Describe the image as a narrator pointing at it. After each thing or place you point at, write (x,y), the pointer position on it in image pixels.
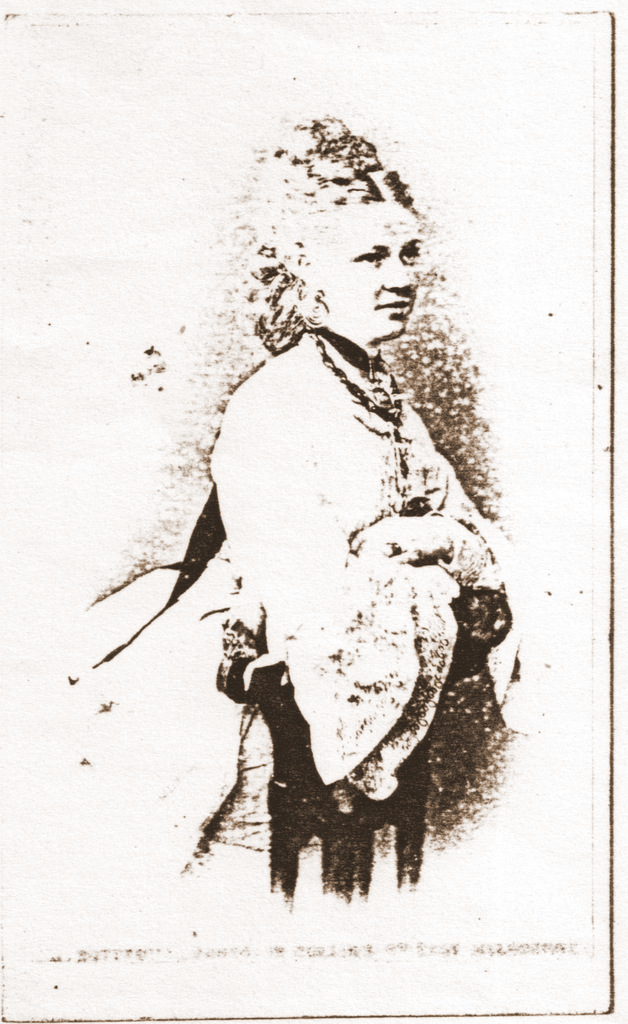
In the center of the image (339,657) we can see a sketch (331,586) of a person (359,339) on the paper (36,781).
